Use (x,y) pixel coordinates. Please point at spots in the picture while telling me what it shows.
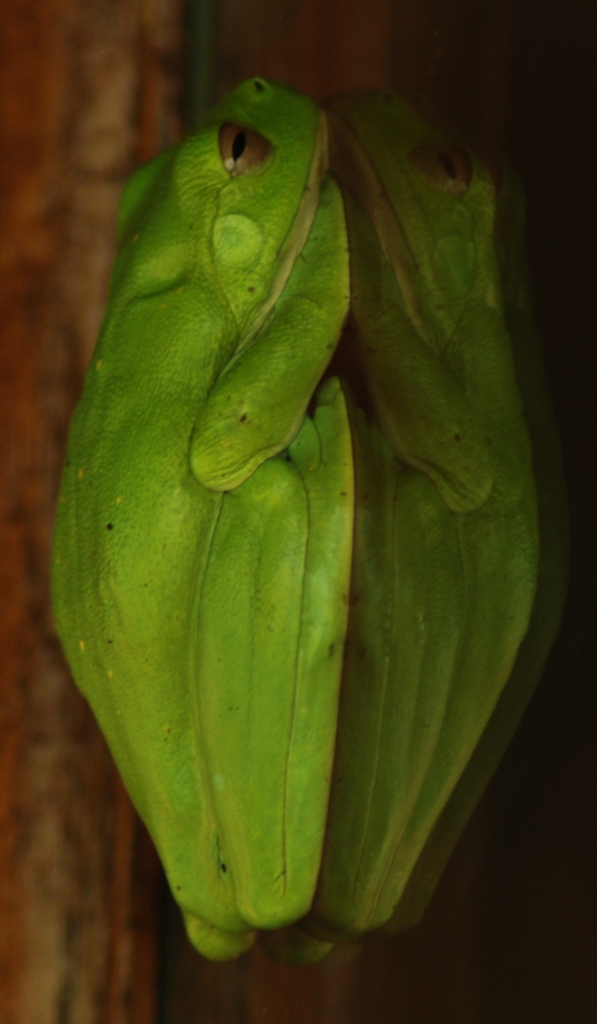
In this image we can see a frog (185,711) on the glass surface (445,646).
